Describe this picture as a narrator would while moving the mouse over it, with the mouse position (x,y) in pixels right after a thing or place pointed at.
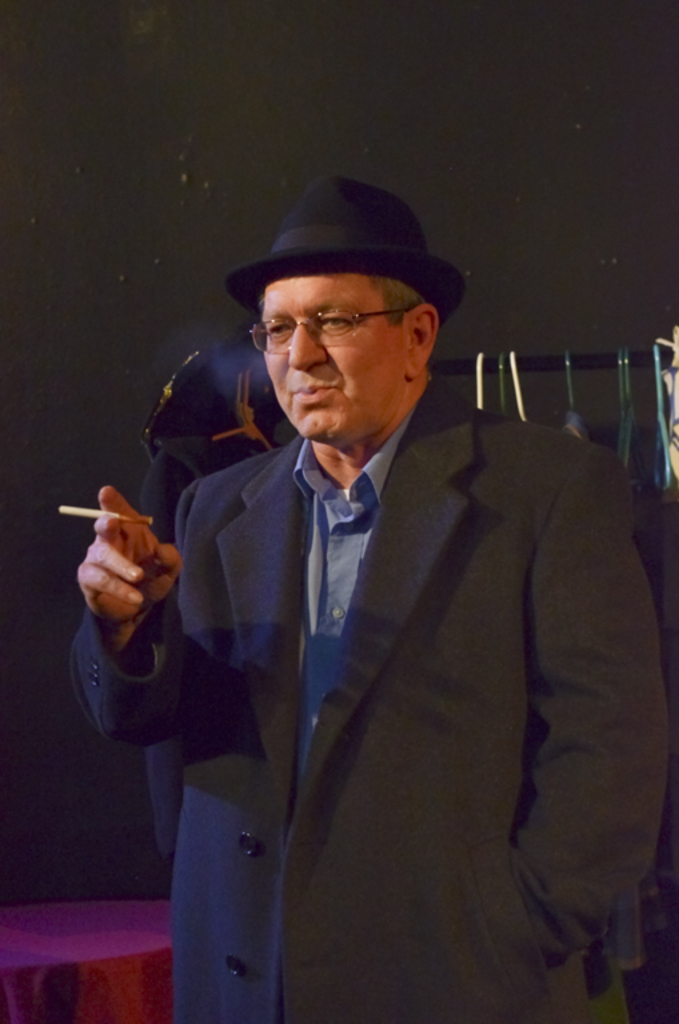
Here we can see a man (348,639). He is in a suit (363,664) and he has spectacles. In the background (431,169) there is a wall (531,253).
